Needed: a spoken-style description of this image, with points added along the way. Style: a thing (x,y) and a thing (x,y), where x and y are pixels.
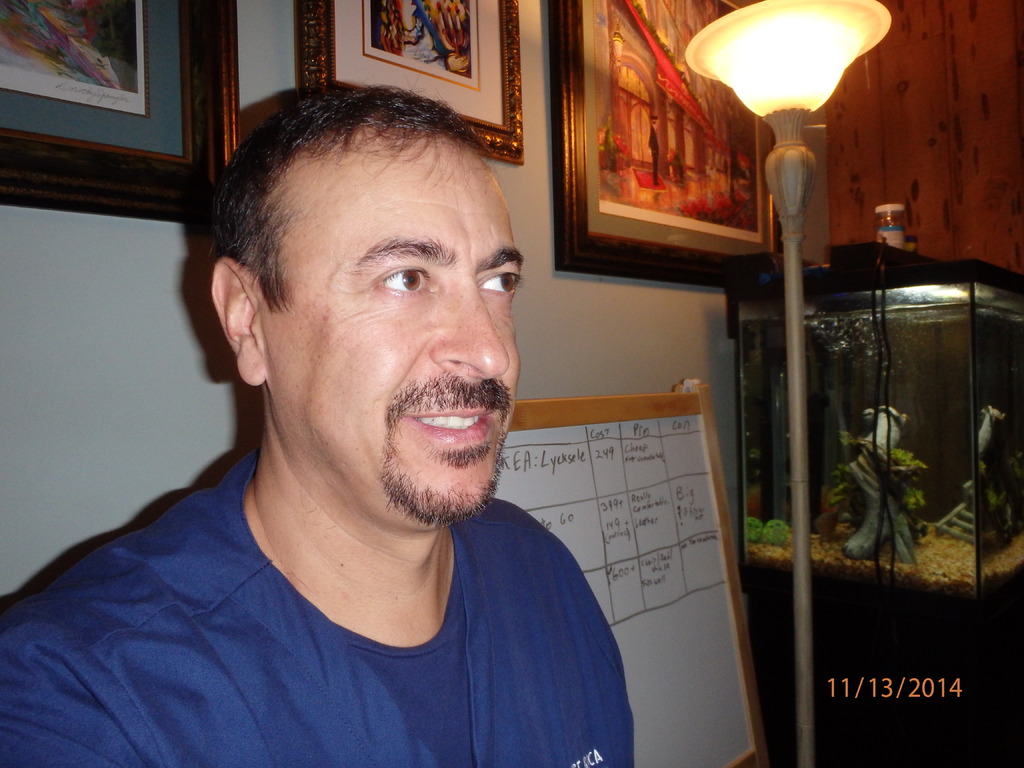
In this image there is a person (415,399), there are a few frames (296,8) attached to the wall (715,405), a board (705,488) with text (696,500), a light (753,82) to the pole (806,506) and a bottle (895,229) on the aquarium (888,432).
